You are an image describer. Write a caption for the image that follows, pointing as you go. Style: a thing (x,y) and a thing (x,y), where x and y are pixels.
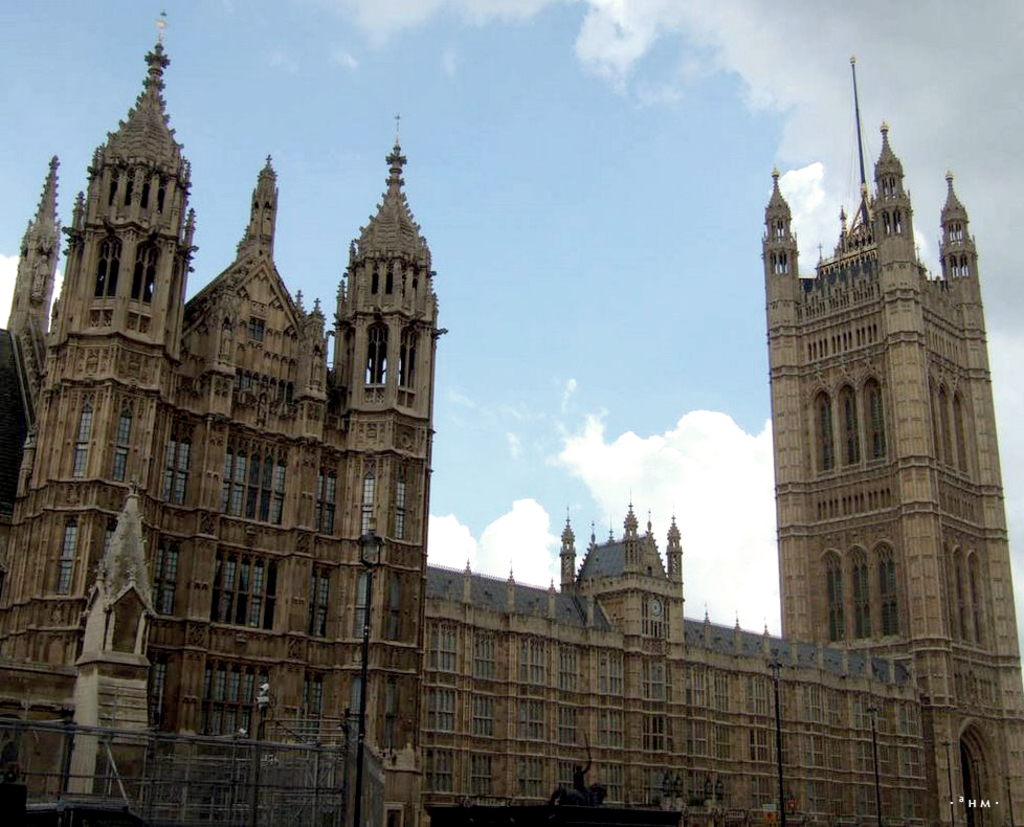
In this image I can see the building (937,695) which is in ash and brown color. In the background (558,554) I can see the clouds (976,205) and the blue sky (496,267).
